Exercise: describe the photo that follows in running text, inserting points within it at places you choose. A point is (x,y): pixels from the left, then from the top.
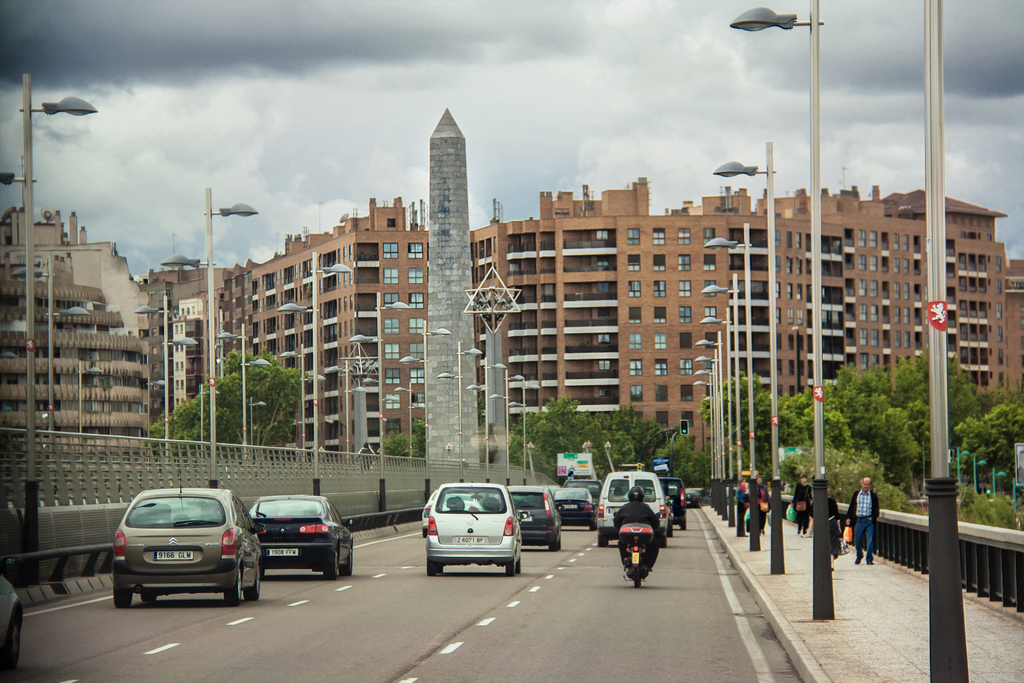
In this picture we can see many cars (258,573) and bike (641,530) on the road (514,599). On the right (806,499) we can see the group of persons (840,532) were walking on the street (867,585), beside them we can see the fencing (875,542) and street lights (821,511). In the background (828,370) we can see the buildings (62,392), structures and trees (616,446). At the top (679,55) we can see the sky (623,18) and clouds (594,27).
